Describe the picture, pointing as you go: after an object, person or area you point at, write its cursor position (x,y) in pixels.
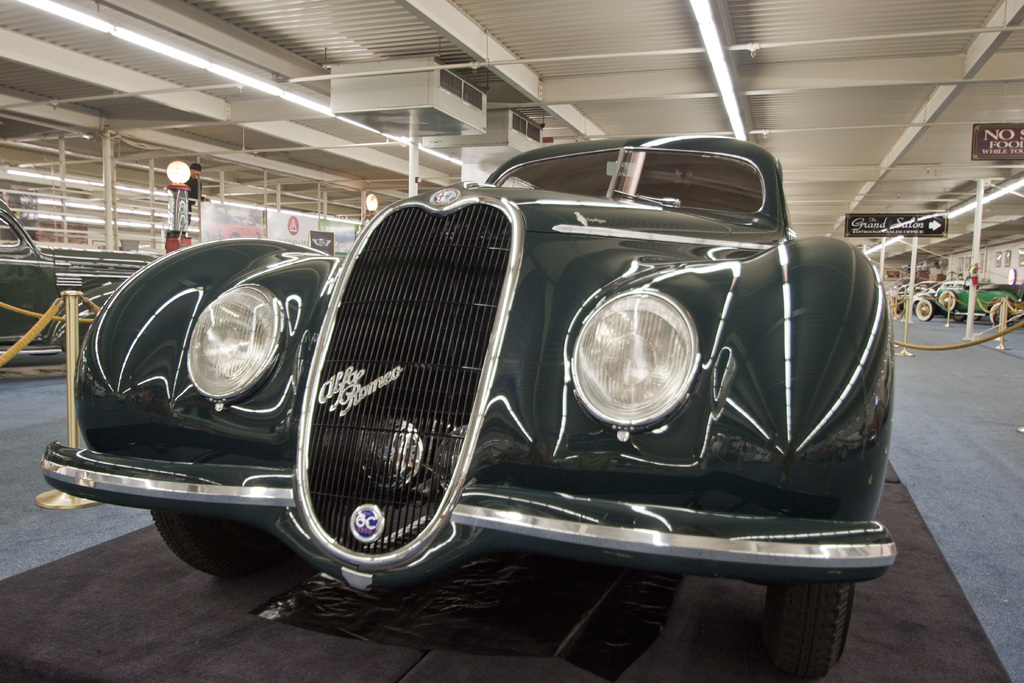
This image consists of cars (702,238) kept in a shed (123,208). It looks like a showroom (975,569). At the bottom (701,651), there is a floor (930,674). On the left (34,335), we can see the fencing rods (54,313). At the top (467,52), there is a roof (524,100). On the right (998,146), we can see the boards (984,150) hanged to the roof (953,230).
